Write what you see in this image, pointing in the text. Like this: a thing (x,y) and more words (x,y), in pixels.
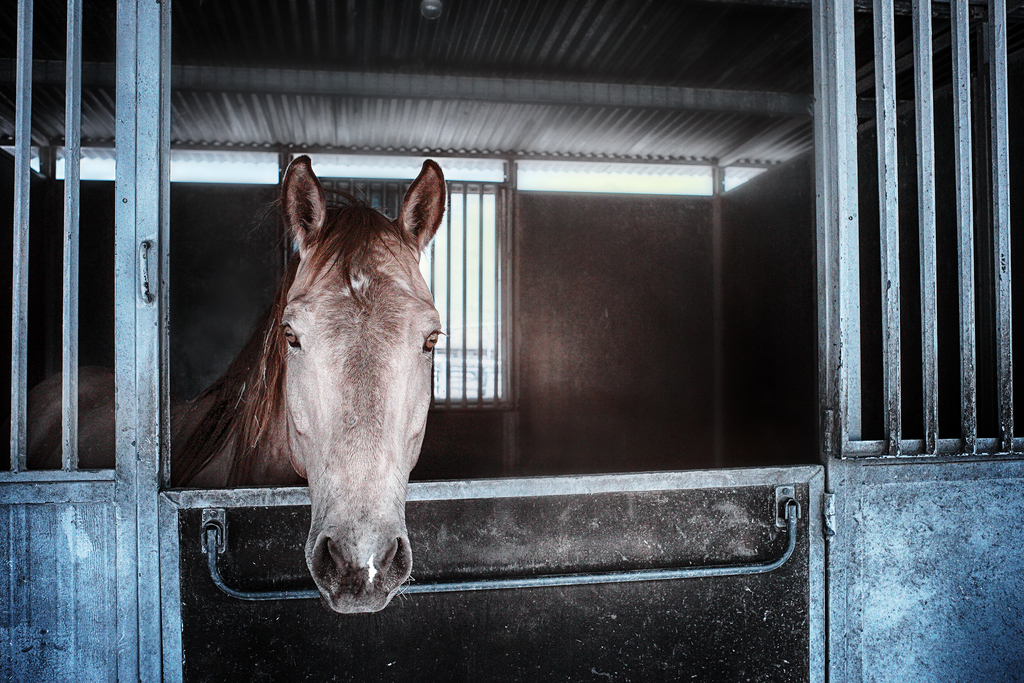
In this image I can see a horse (268,466) and I can see few iron bars (71,314).
